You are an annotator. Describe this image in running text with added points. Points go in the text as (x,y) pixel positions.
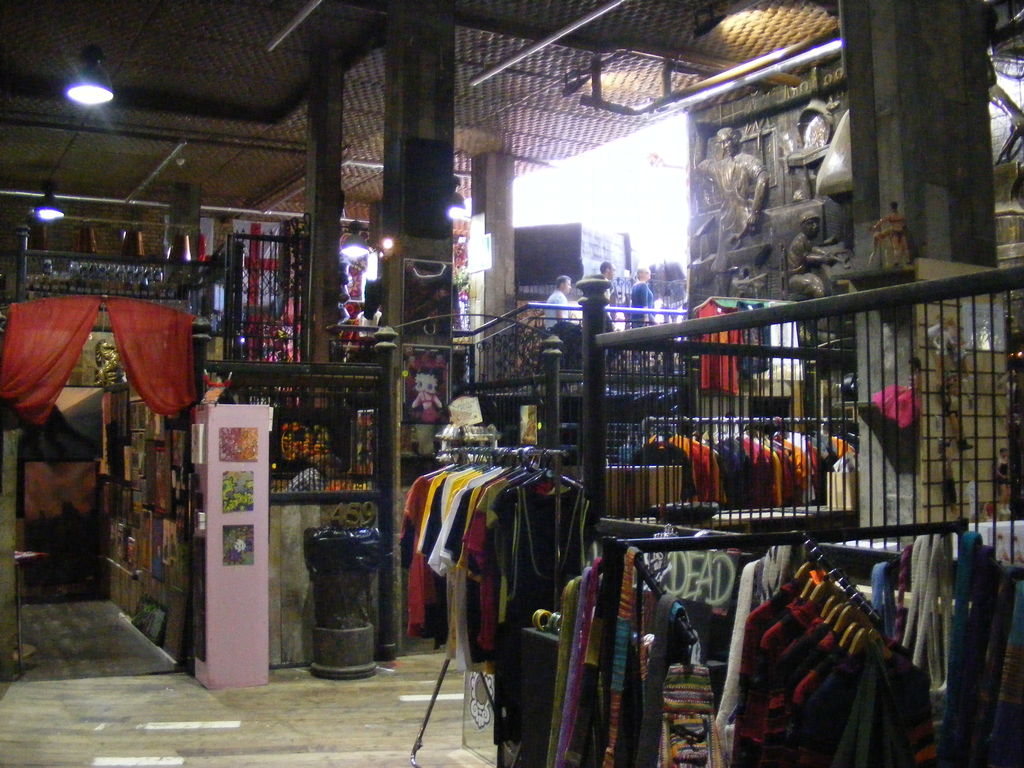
In this image I can see a store (552,611) in which I can see the railing (731,425), number of clothes (560,487) hanged to the hangers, the red colored curtain (35,338), the ceiling (147,64), a light (89,90) to the ceiling (53,42), few persons (568,280) standing, few sculptures (821,261) of a person's (806,258), a dustbin (317,564), few photo frames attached to the wall (187,558) and few other objects (362,460).
